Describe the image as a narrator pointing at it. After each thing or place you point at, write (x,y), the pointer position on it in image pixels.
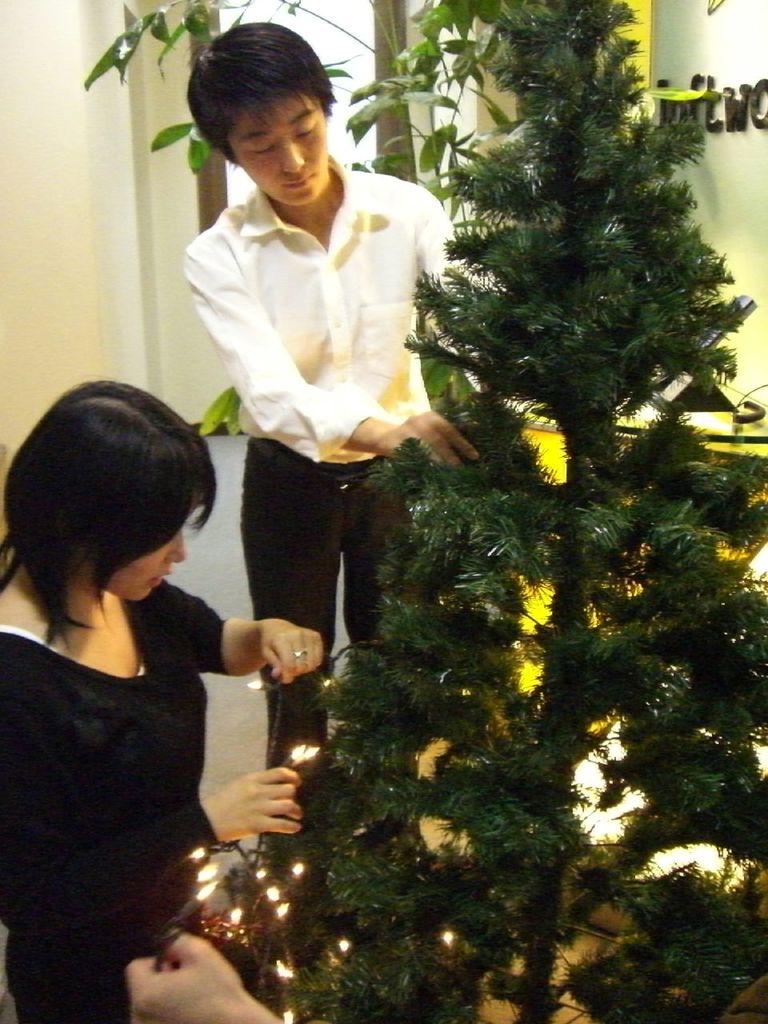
This picture describes about few people (274,356), they are decorating the Christmas tree (519,511), and she is holding lights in her hands (264,817).
